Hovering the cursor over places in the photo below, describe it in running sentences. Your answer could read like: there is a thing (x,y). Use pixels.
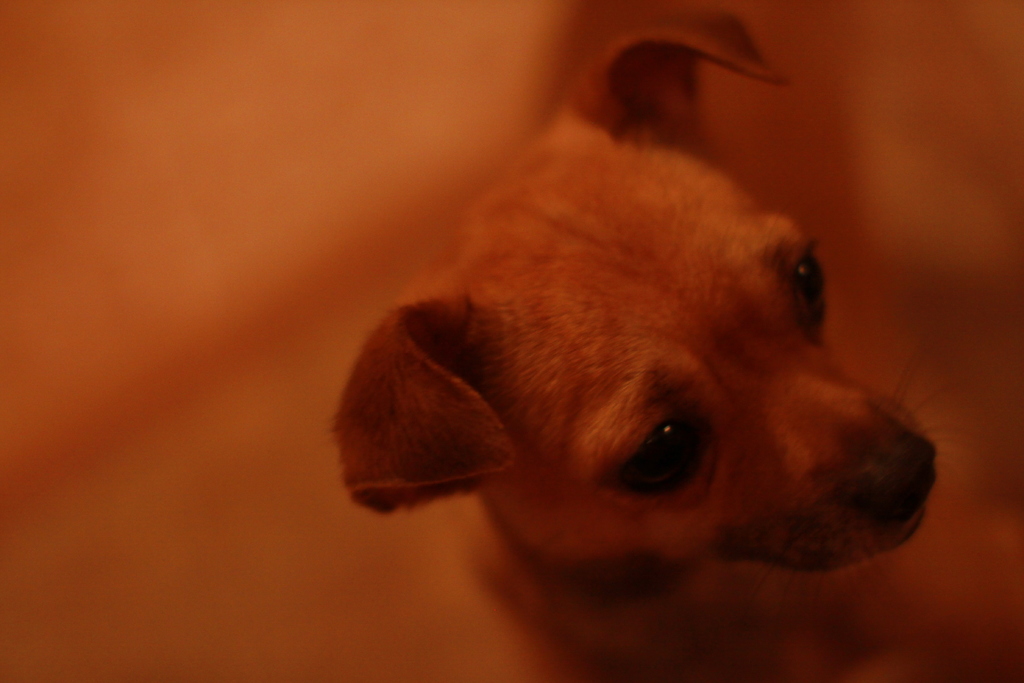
In this image we can see a dog (737,396).
